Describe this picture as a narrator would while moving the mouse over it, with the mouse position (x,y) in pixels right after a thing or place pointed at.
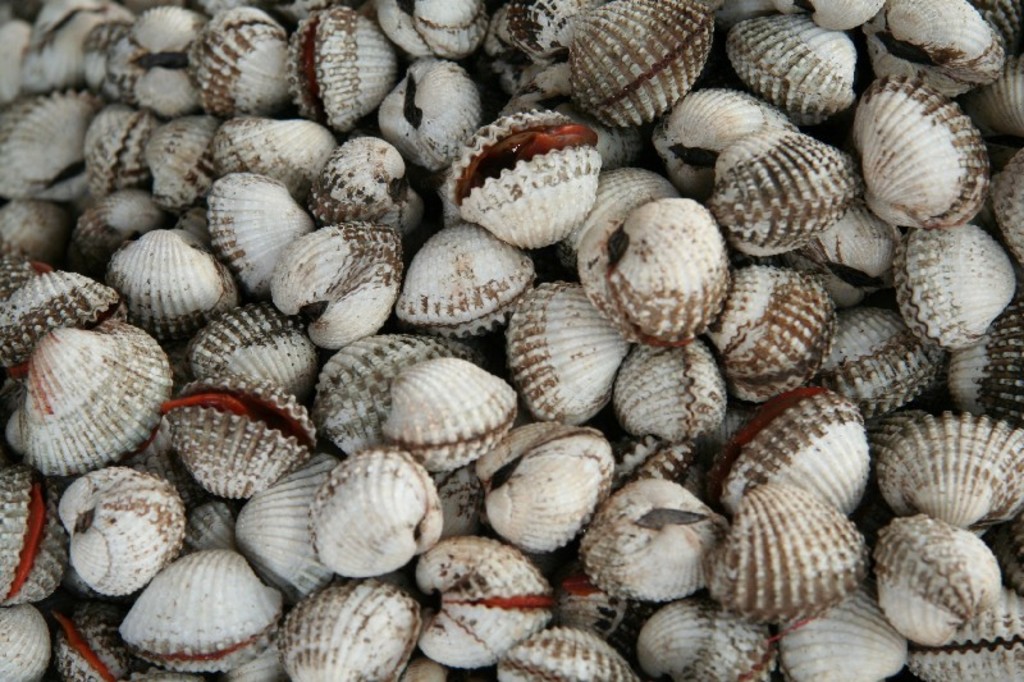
In this picture we can see a group of shells (530,352).
